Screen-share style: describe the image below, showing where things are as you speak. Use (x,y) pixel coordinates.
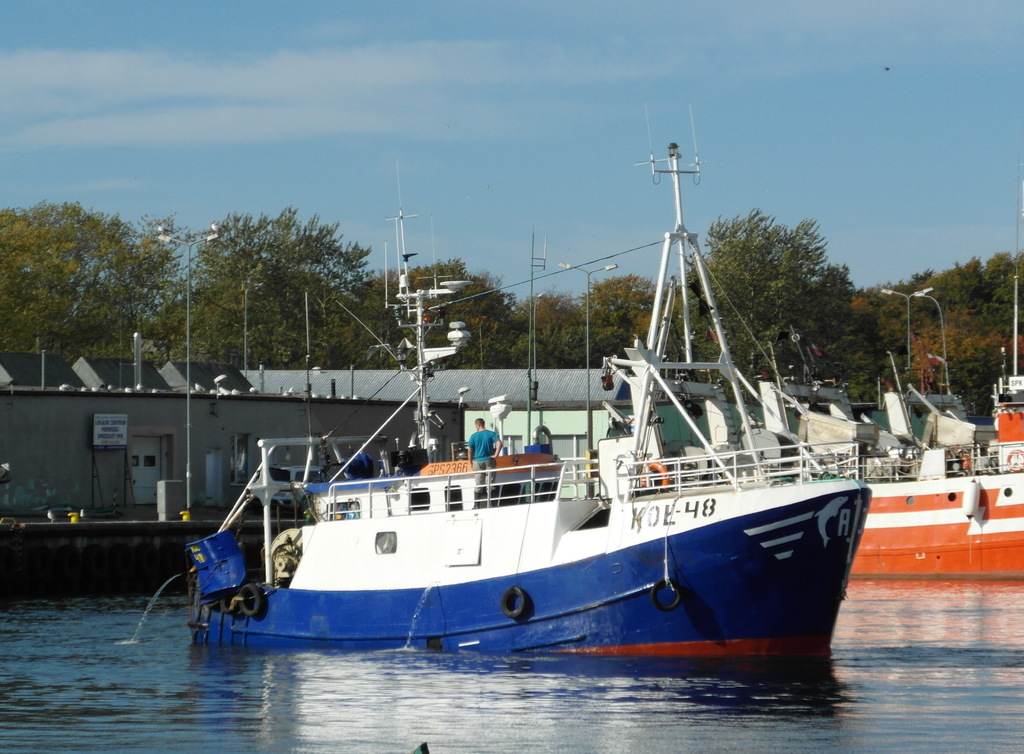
In this image I can see the lake (805,679) on which I can see boats (820,479), on one of boat (434,461) I can see person (477,424) and in front of the lake (976,686) I can see vehicles (282,474), trees (474,362), building poles (275,373), at the top (331,209) there is the sky (578,128).
